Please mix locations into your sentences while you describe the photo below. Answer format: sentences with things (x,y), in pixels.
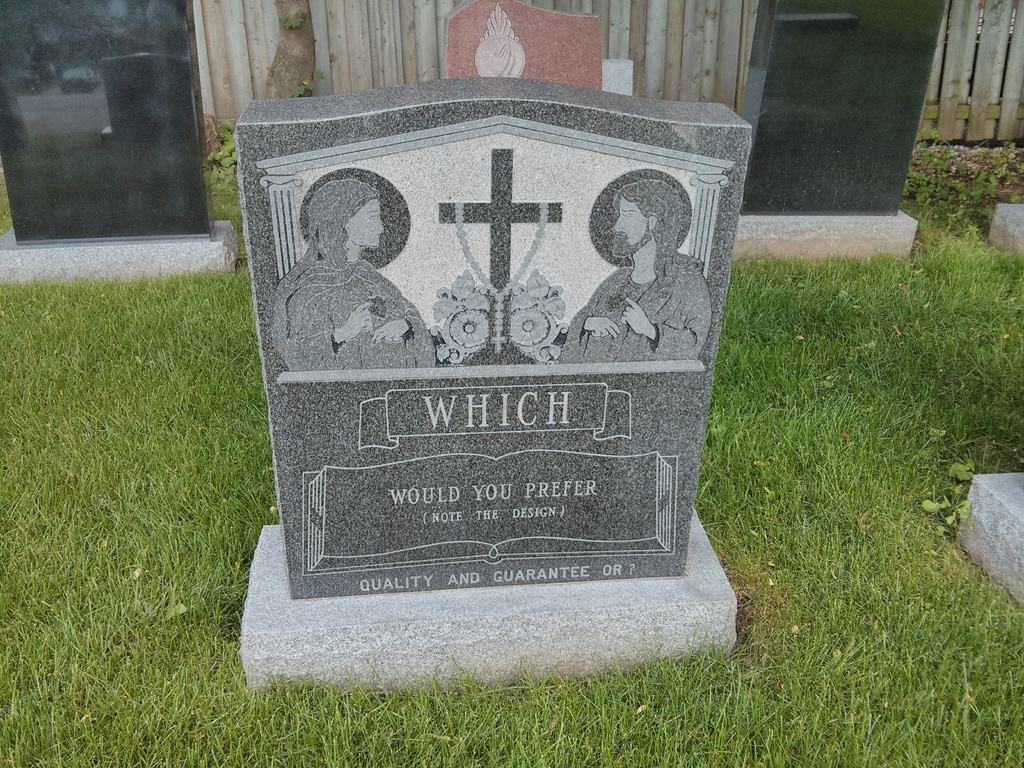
In this picture we can see designed granite (372,253). Here we can see women (359,317), cross mark (500,322), flowers (532,322) and man (616,240). On the bottom (596,709) we can see grass (470,723). In the background (639,49) we can see other stones (829,45), wooden fencing (674,45), plants (304,85) and tree (309,67).
